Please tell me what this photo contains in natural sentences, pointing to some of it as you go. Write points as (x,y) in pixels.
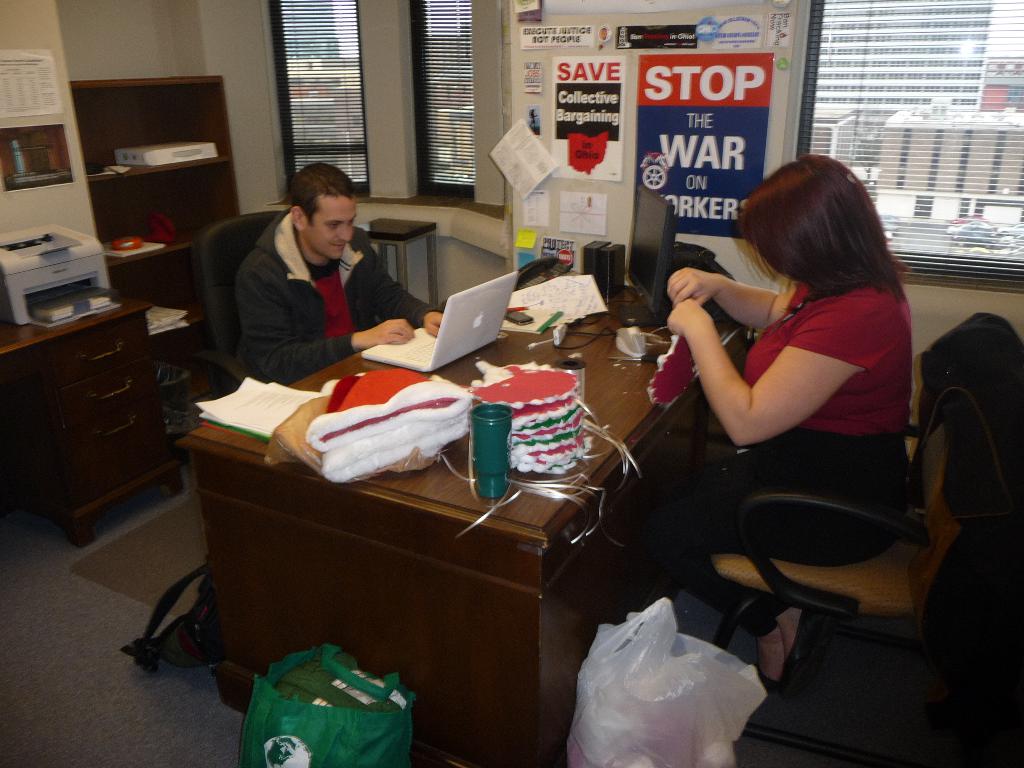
This picture is taken inside the room (77,759). In this image, on the right side (826,564), we can see a woman (886,348) sitting on the chair (938,464) in front of the table (653,486). On the left side (250,310), we can also see another person (412,317) sitting on the chair (212,365) in front of the table (463,482). On the table (433,508), we can see a laptop (496,288), cap (429,409), cardboard (565,409), monitor (659,295) and few speakers (611,265) and few papers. On the left side (61,343), we can also see a table (127,305), on the table (108,311), we can see an electrical equipment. On the left side (108,177), we can also see a shelf (134,182), on the shelf (129,121), we can see some objects (187,155). On the left side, we can see some papers (64,179) are attached to a wall (74,141). In the background (753,115), we can see some photos (671,139) which are attached, window (340,69), outside of the window (975,108), we can see some buildings (917,187). At the bottom (670,702), we can see some covers (300,666) and a mat (160,594).
